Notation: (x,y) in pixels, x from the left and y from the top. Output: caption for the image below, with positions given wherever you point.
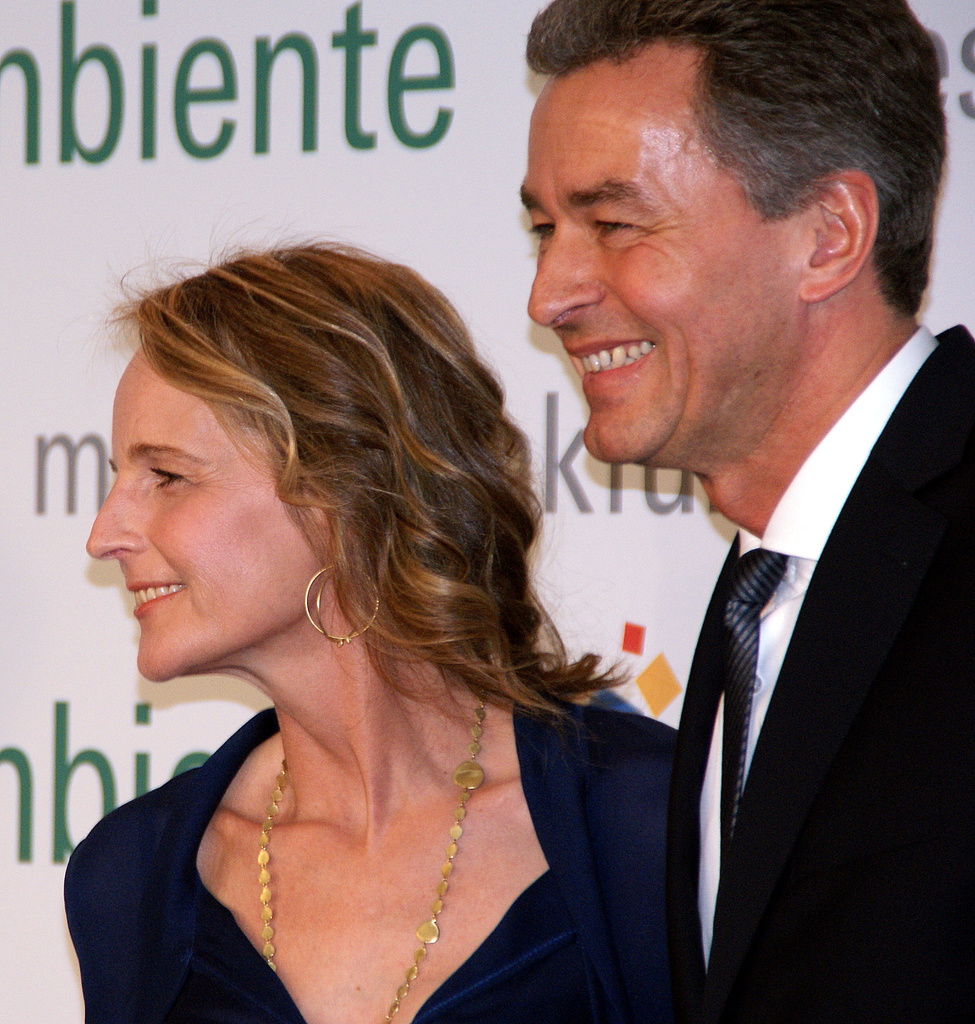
In this image, I can see two persons (588,824) and a text (144,711) on a wall (473,216). This image taken, maybe in a hall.
